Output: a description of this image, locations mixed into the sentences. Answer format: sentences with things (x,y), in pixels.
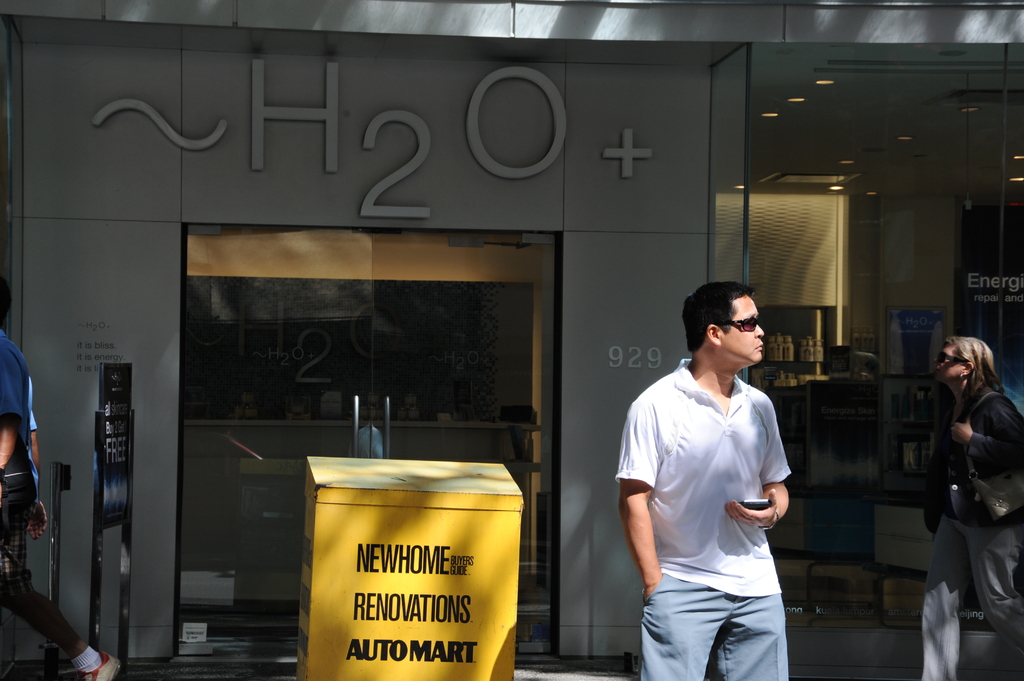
In front of the image there is a person (750,482) standing by holding a mobile phone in his hand (733,502), behind the person (671,492) there is an object (374,547) with some text (363,553). Behind the object (363,553) there are a few people (987,447) walking on the pavement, behind them there are shops (584,206) with name boards (322,172) on it and glass doors (431,365). In front of the shops (89,453) there are display boards (113,448). In the shops (876,360) there are some objects (912,457).
